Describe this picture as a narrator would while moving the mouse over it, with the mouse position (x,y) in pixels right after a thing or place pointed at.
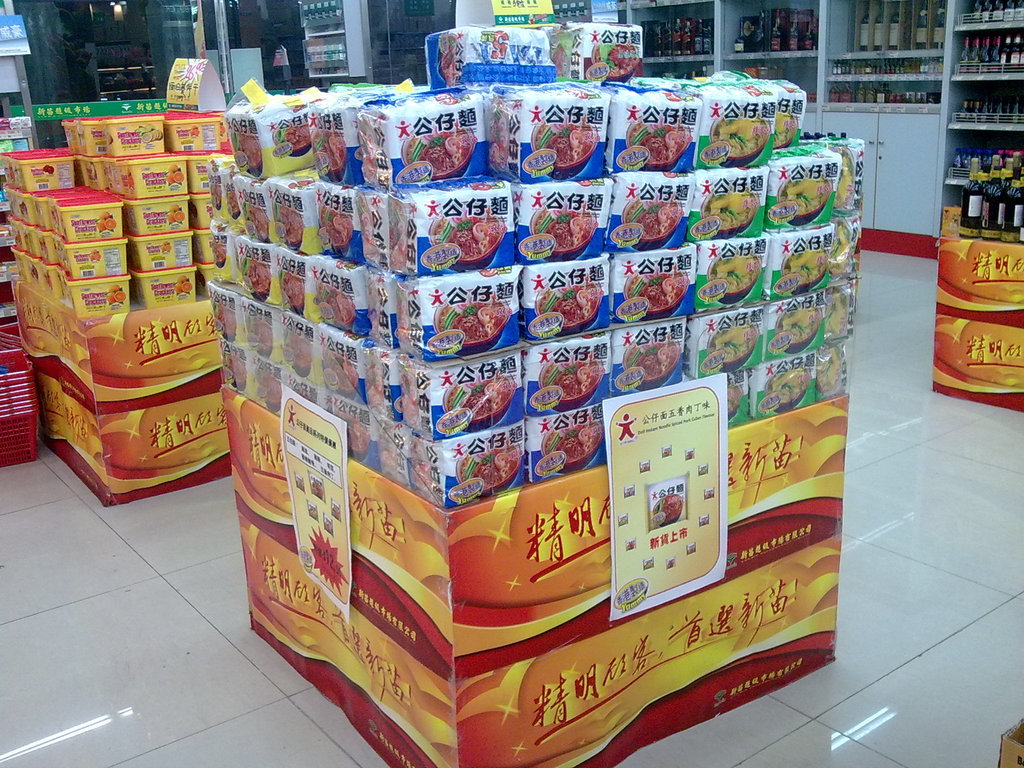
In this picture I can see the items (552,288) in the plastic covers (543,324), on the left side (20,263) there are boxes (164,211). In the background (980,86) I can see the bottles (986,48) on the shelves (981,66). It looks like a store (286,685).
